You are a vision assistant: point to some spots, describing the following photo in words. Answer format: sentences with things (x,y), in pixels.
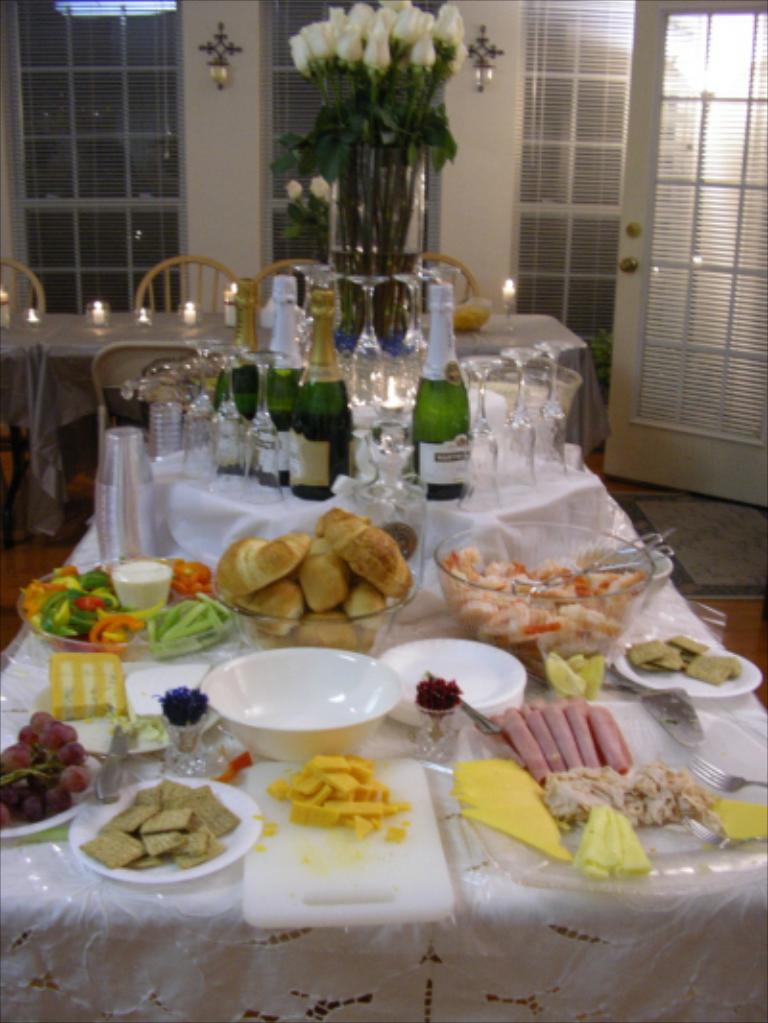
There are bottles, glasses (481,399), food bowls (513,589) and other recipes (331,797) on the tables (192,500) on the left side (178,282) there is a glass window (82,232).
